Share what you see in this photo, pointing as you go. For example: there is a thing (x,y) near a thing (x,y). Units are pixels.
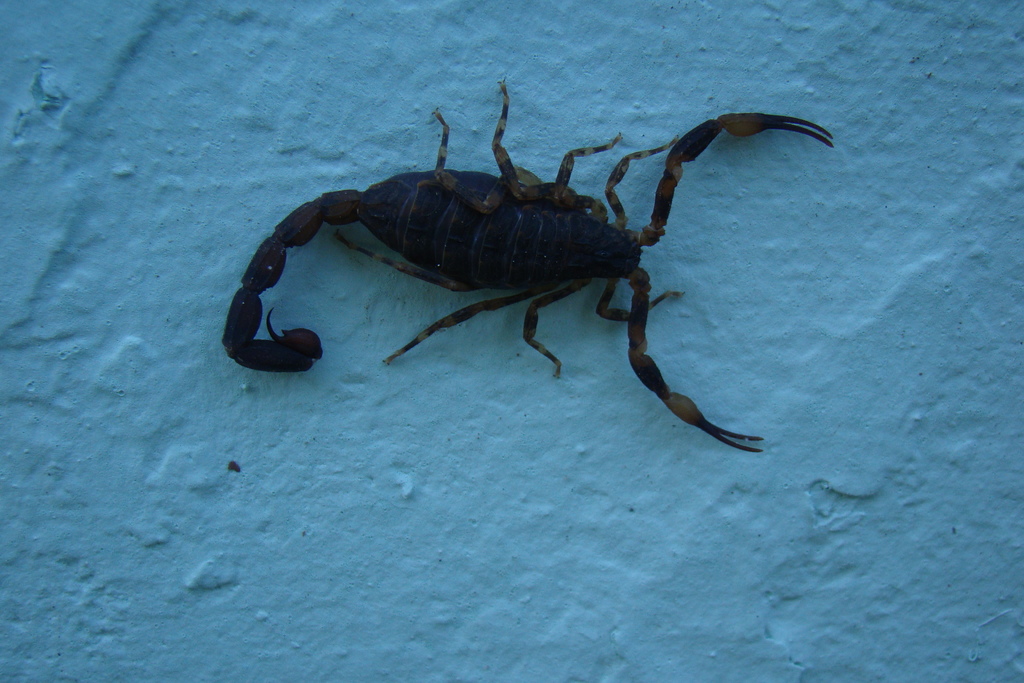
In this image we can see scorpion (307,330) on a platform (356,300).
